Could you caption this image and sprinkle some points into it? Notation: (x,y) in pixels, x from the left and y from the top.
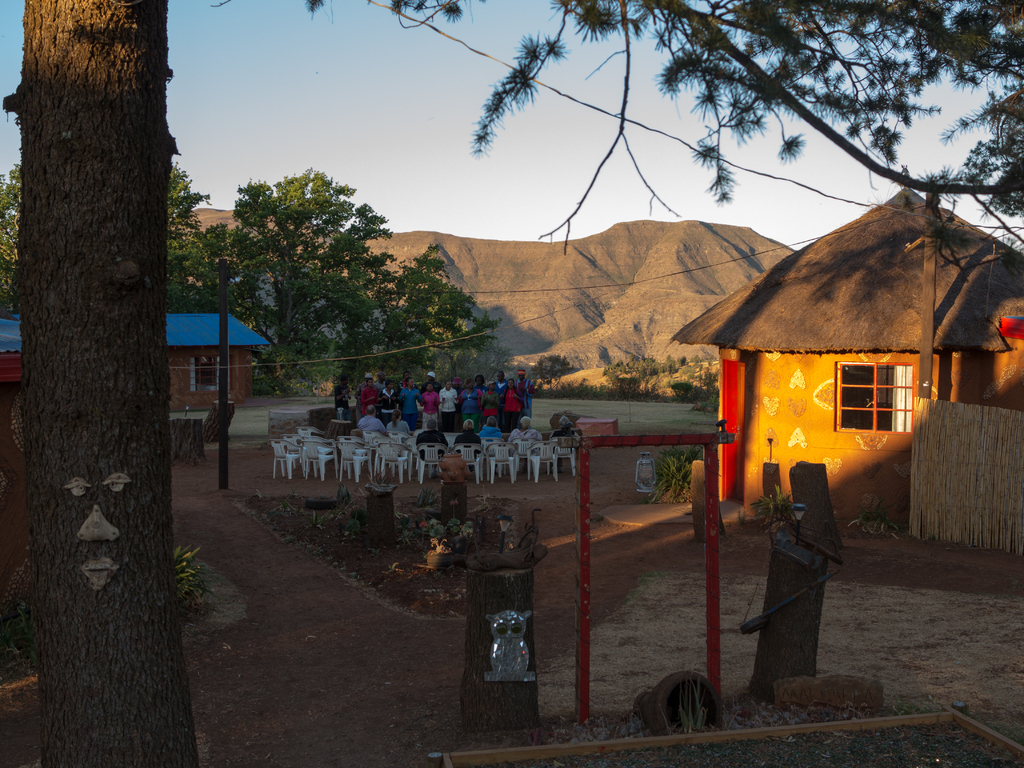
In the center of the image (371,354) we can see the sky (449,117), trees (740,115), houses (987,309), chairs (492,452), few people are sitting, few people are standing and a few other objects (375,526).
